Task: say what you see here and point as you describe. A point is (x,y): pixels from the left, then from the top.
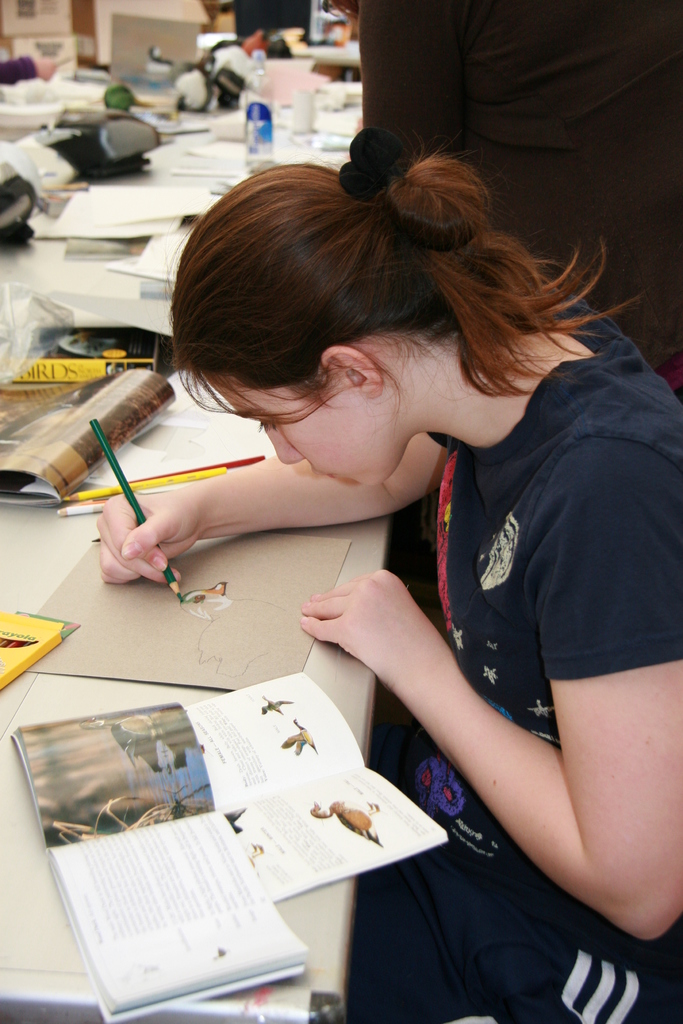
In this image I can see a person (677,677) sitting and drawing. The person (367,639) is wearing blue shirt (593,635), black pant (499,948). I can also see few papers (226,566), bottles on the table (1,850).
